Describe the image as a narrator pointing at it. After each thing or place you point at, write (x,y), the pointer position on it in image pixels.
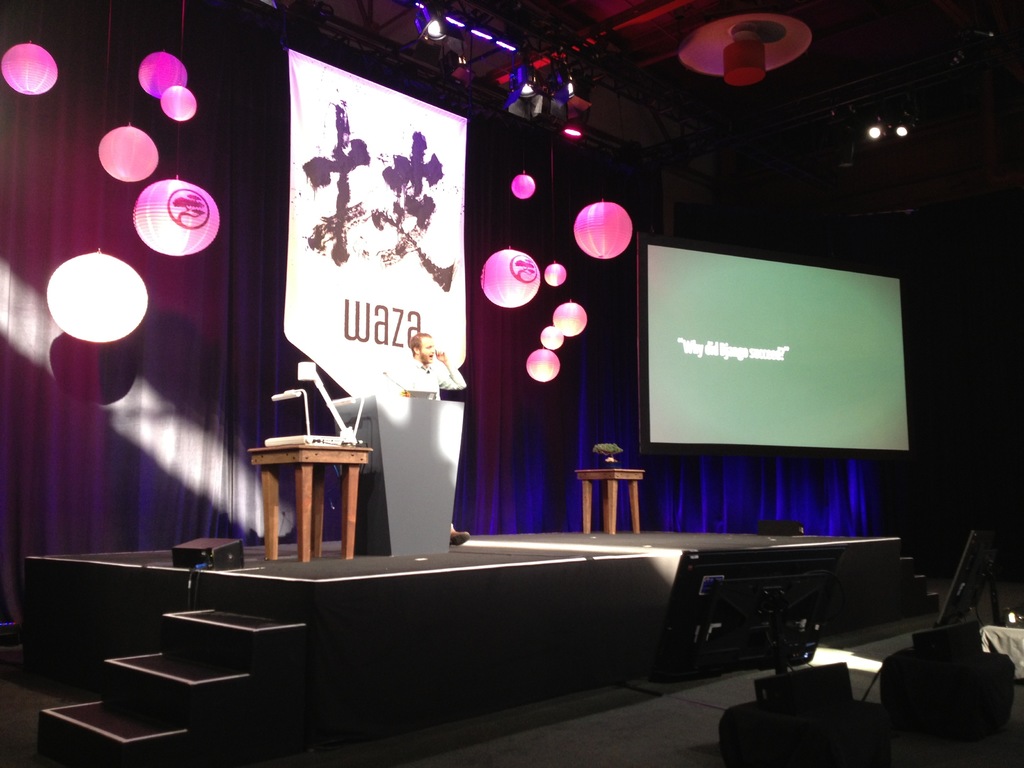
a person (422,378) is standing on the stage (272,587) and speaking. behind him there is a banner (344,312) on which waza is written.
